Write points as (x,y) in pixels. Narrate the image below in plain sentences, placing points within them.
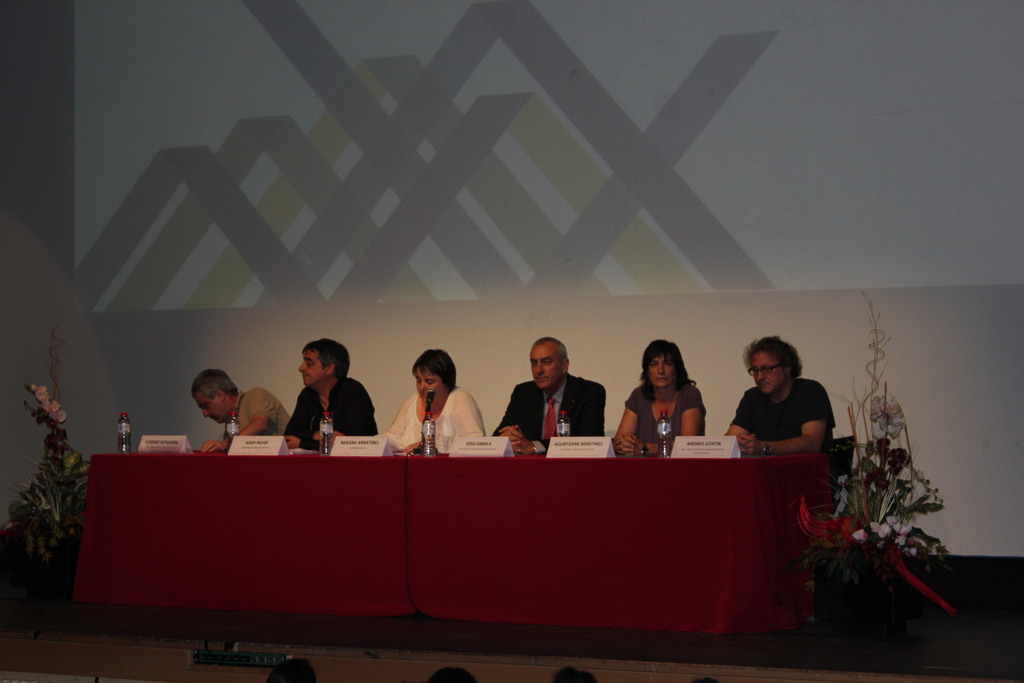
In this image there are a few people (245,409) sitting in front of the table (289,474). On the table (249,474) there are mics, water bottles (425,434) and name plates (245,446). On the other sides of the table (143,459) there are bouquets (890,497). In the background (216,242) there is a screen (492,241). At the bottom of the image (441,681) we can see the head (562,682) of a few people (280,670).
